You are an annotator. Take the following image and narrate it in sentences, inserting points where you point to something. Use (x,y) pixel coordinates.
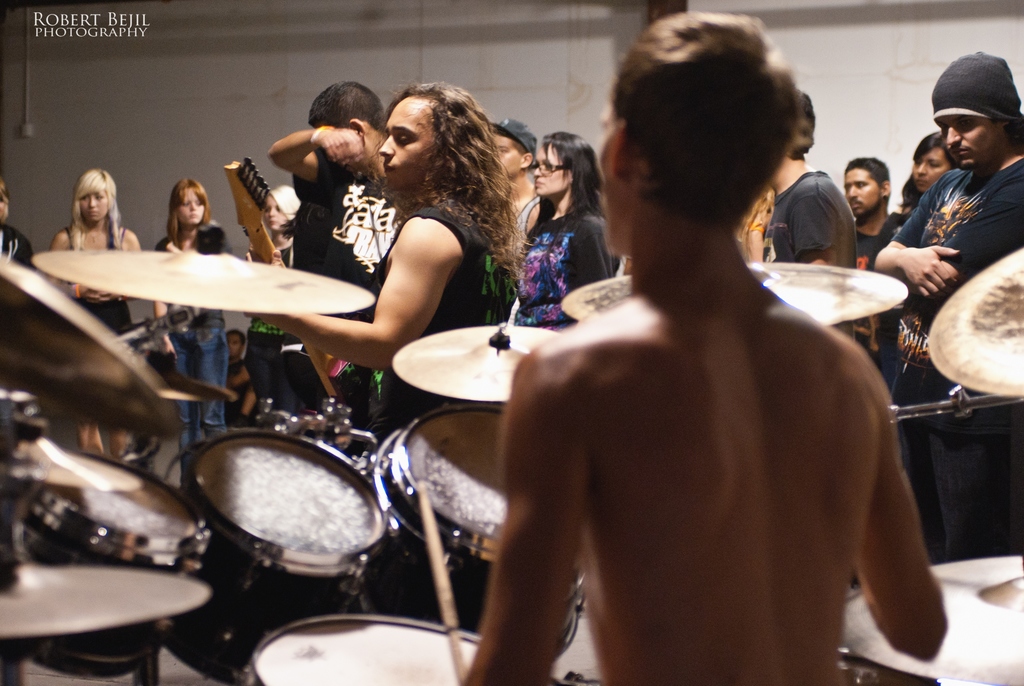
A man (638,527) is standing and beating the drums (442,641) around there are people (956,147) standing.
